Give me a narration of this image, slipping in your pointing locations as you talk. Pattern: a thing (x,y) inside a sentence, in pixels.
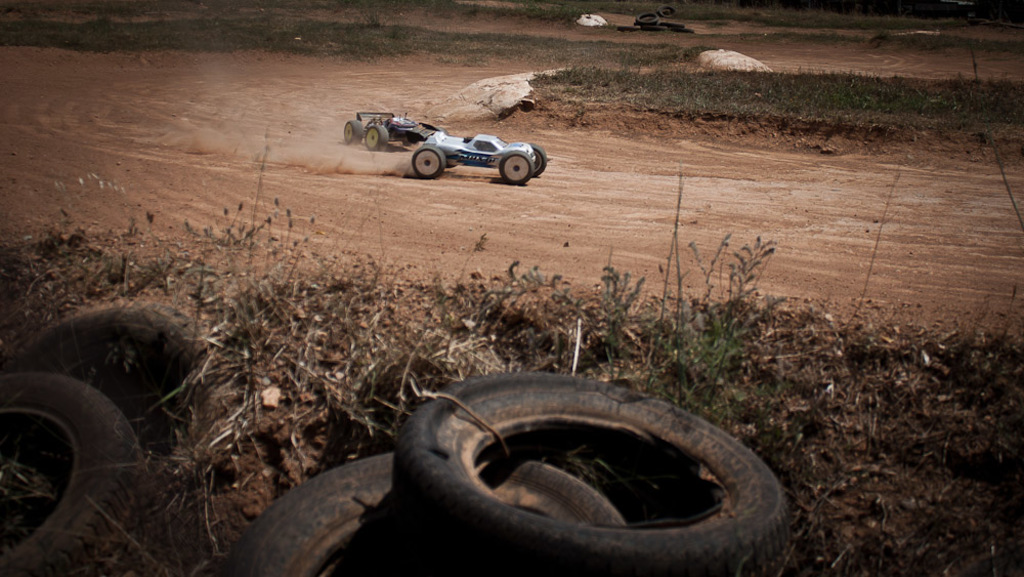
In this picture there are two vehicles (446,160) on the sand ground (493,189) and there are few tires (391,541) in the left corner (300,540) and there are few other tires (641,26) and a greenery ground (666,54) in the background (635,22).
